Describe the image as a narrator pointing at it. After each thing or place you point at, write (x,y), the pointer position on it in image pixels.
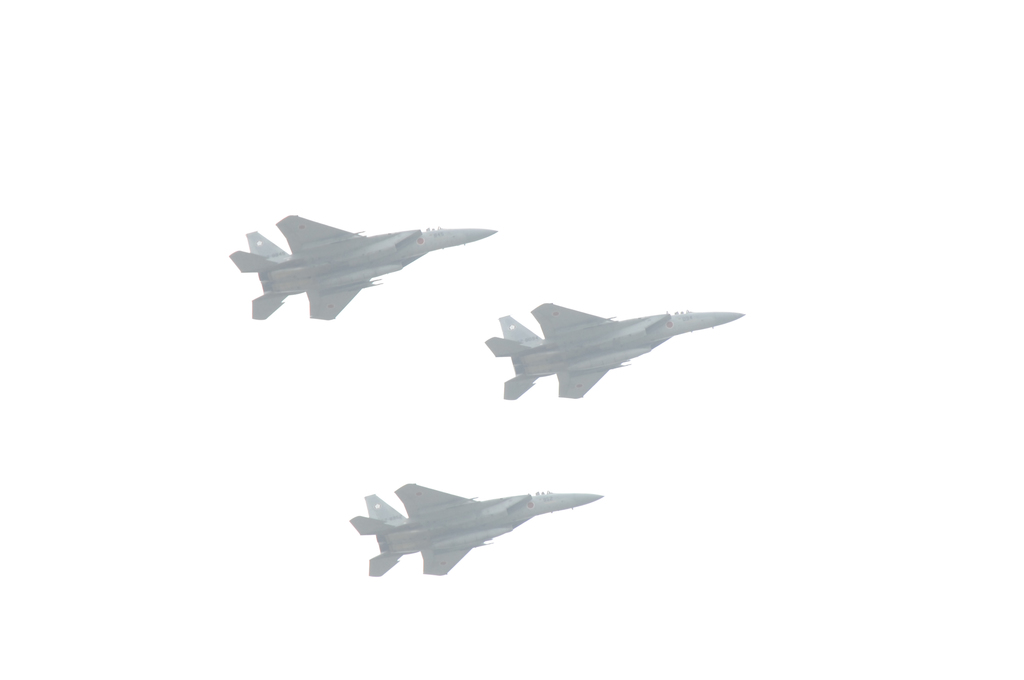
In this picture we can see airplanes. In the background of the image (466,112) it is white.
